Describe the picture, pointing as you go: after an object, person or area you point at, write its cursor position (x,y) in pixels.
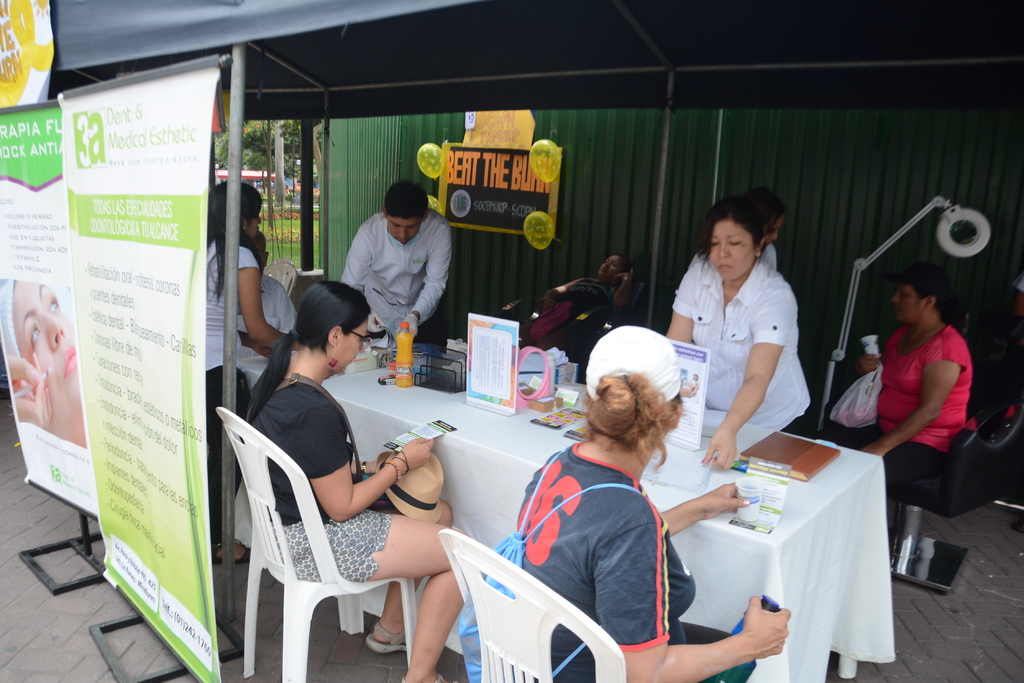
In this image, we can see persons (786,293) wearing clothes (669,558). There are banners (111,334) on the left side of the image (105,363). There is a tent (592,45) at the top of the image (686,47). There is a container (688,146) in the middle of the image (677,248). There are two persons (608,555) at the bottom of the image (385,538) sitting on chairs (585,621) in front of the table (517,470). This table (486,435) contains bottle (408,379), boards (500,356) and some objects (565,425). There is a stand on the right side of the image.
